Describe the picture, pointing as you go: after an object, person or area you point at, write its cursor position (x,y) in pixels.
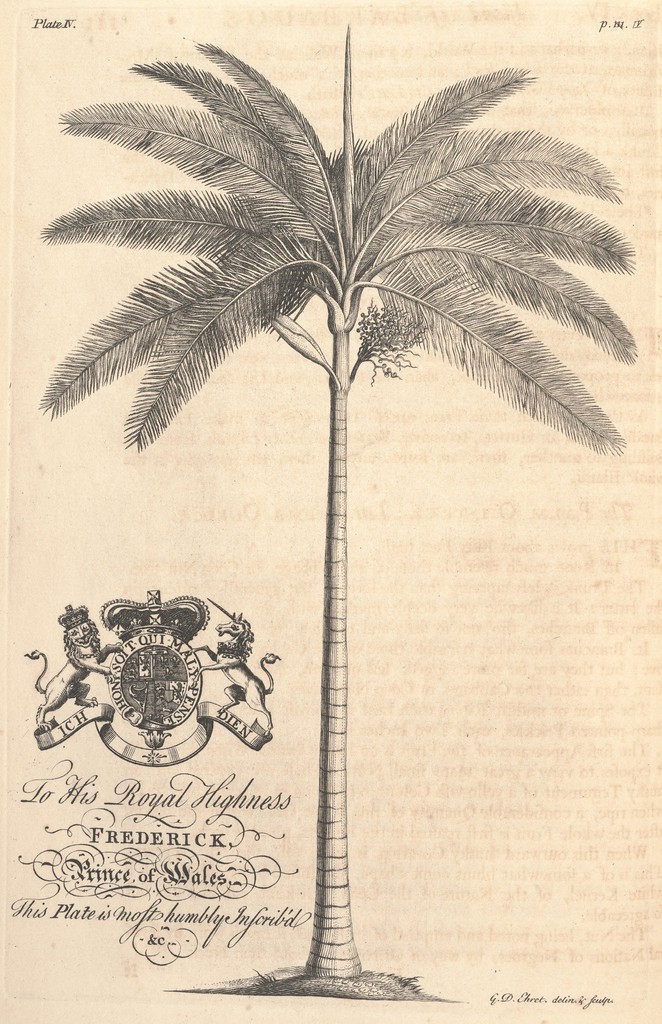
In this image we can see drawing (337,921) of a tree (193,208). Also there is a logo (141,676) and text (178,875) on the image.
